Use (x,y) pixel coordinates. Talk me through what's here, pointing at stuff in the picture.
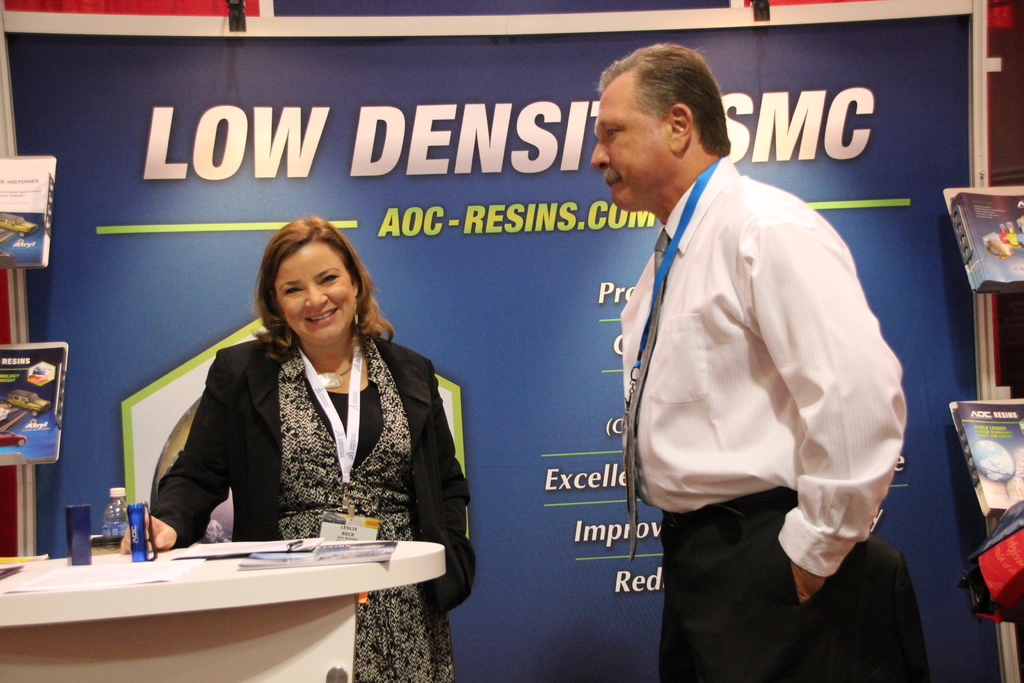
In this image there is a woman (157,529) standing wearing a ID card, another man (703,664) standing beside the woman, and at the back ground (194,317) there are books (15,403) in the rack (21,498), hoarding (797,86), and in table (294,582) there are paper (281,566), bottle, box (79,542).
